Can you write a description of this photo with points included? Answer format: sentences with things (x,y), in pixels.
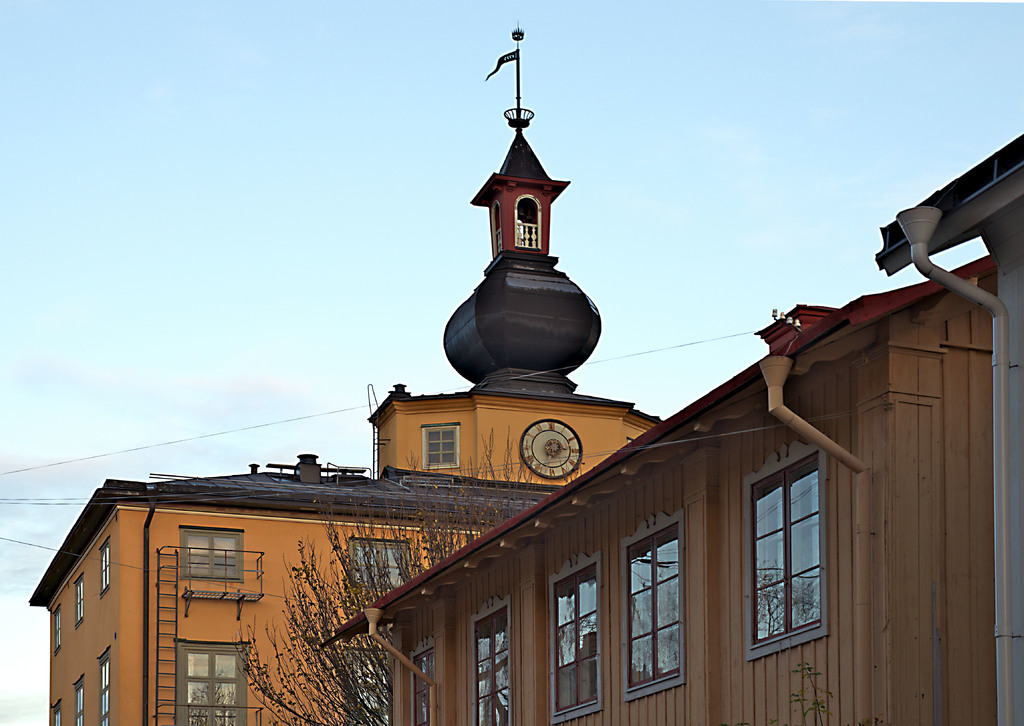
In the center of the image (570,352) there are buildings (436,410). At the top of the image (318,119) there is sky (274,202).
